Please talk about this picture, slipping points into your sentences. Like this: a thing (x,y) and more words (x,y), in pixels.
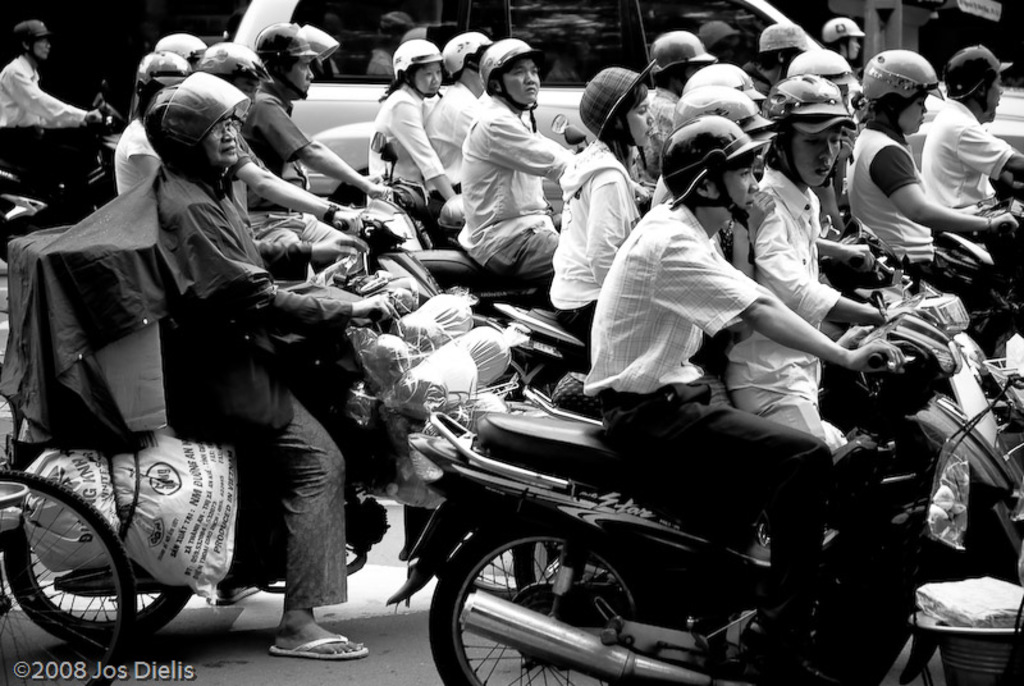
In this image I can see some people (256,292). I can see the vehicles (416,448) on the road (322,609). I can also see the image is in black and white color.
